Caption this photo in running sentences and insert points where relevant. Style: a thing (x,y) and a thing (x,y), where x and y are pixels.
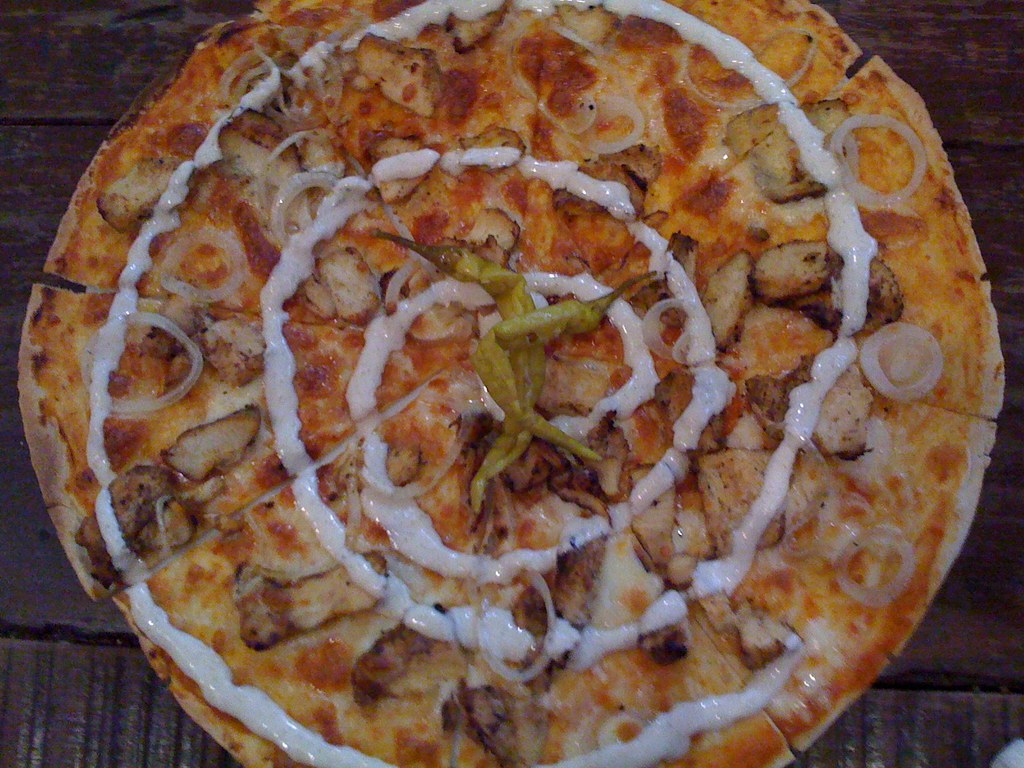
In the image I can see food item (309,477) on which there are some green chilies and some cream (393,585).
